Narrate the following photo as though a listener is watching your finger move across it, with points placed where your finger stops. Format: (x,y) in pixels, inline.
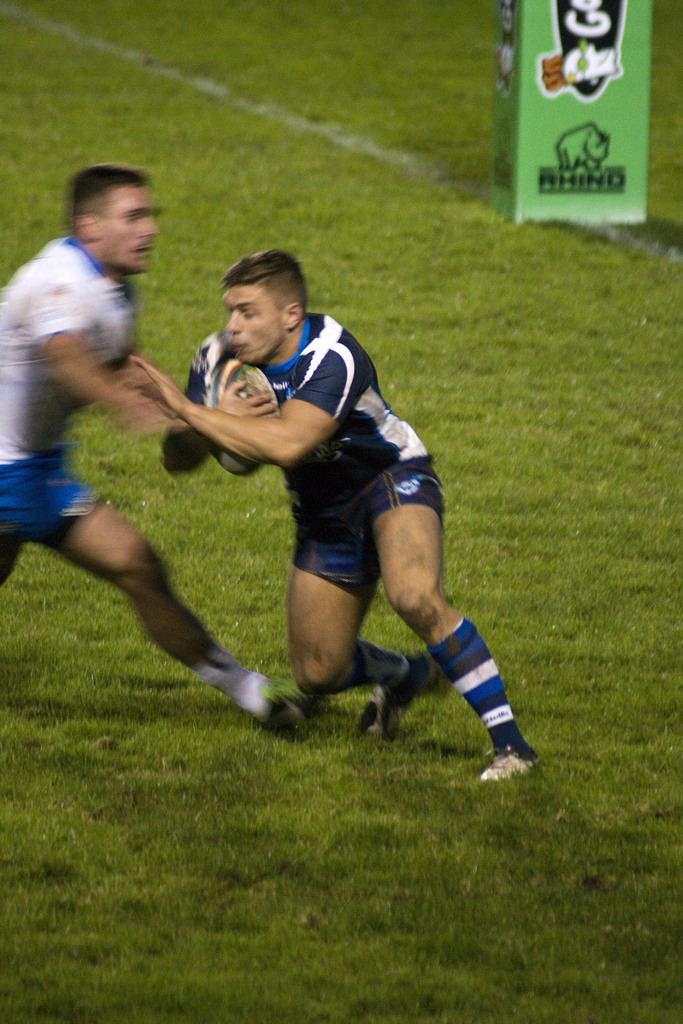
The picture is clicked on a rugby field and a guy (105,344) is trying to catch the ball (253,393) and the other guy (263,414) is escaping from him. In the background (627,81) we observe a green poster (566,50) fitted on the floor (467,195).
